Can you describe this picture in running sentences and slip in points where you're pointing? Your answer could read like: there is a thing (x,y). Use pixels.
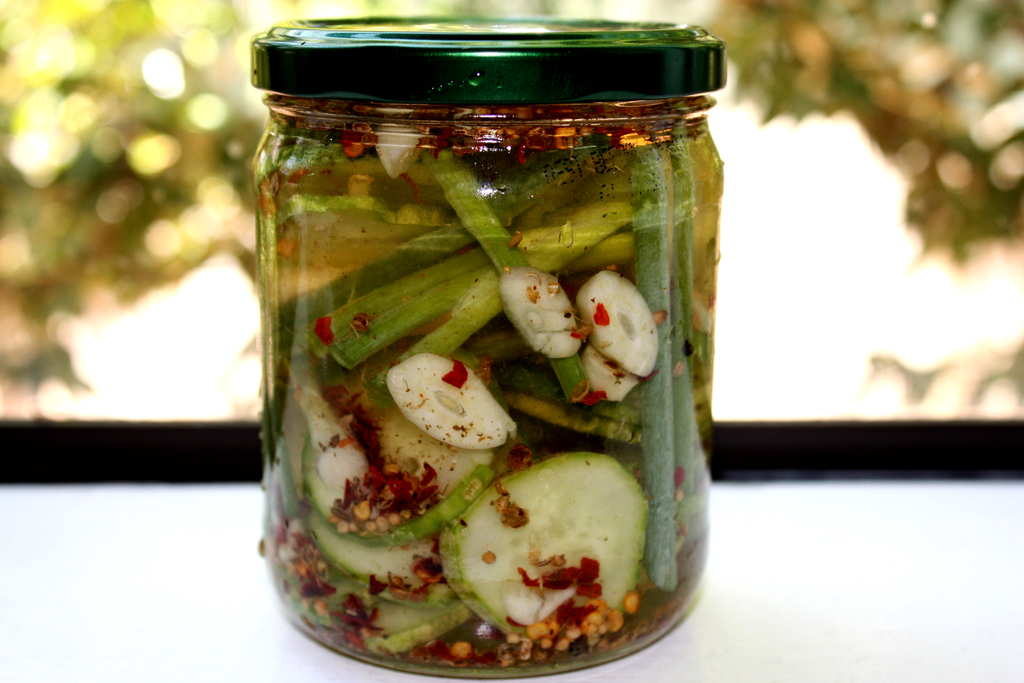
In this image we can see a glass jar (515,70) with the sliced cucumber (477,539), chillies (370,486) and also some other vegetables (591,303). At the bottom (259,604) we can see the plain surface (915,564) and the background (91,19) is blurred.
